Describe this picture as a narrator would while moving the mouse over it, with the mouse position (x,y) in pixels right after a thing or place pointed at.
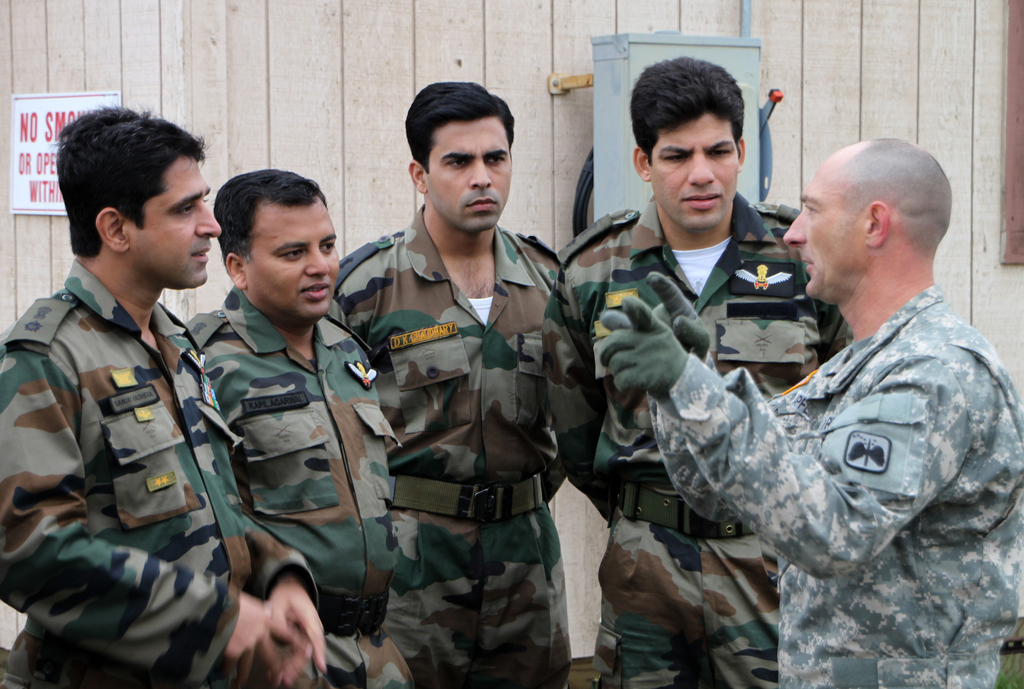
In the picture I can see five men (656,526) and they are wearing the soldier clothes (445,325). I can see a man (974,424) on the right side (918,292). Looks like he is giving the instructions and the other four men (453,274) are watching him. I can see the caution board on the top left side (21,138).
